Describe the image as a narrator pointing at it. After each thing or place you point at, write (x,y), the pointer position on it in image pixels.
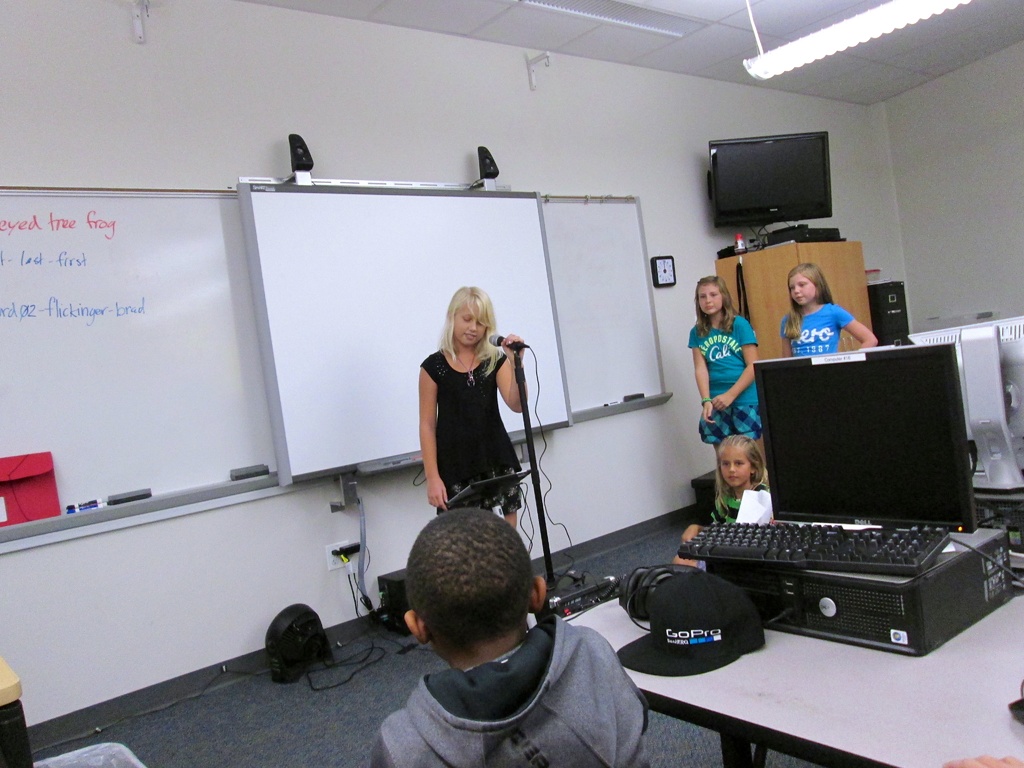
A picture of a room (239,618). On top (779,63) there is a light (934,0). Whiteboard (430,268) on wall (383,86). Backside of this girls (840,322) there is a cupboard (769,265), on this cupboard (763,280) there is a television (730,143). In-front of this screen (340,315) a girl (437,374) wore black dress (481,415) and holding mic (515,346). On floor (356,653) there are cables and devices (313,635). This kids (540,674) are sitting on chairs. In-between of them there is a tables (912,681), On this table (1008,629) there is a CPU (906,589), keyboard (893,554), cap (703,641), cable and monitors (820,460).
